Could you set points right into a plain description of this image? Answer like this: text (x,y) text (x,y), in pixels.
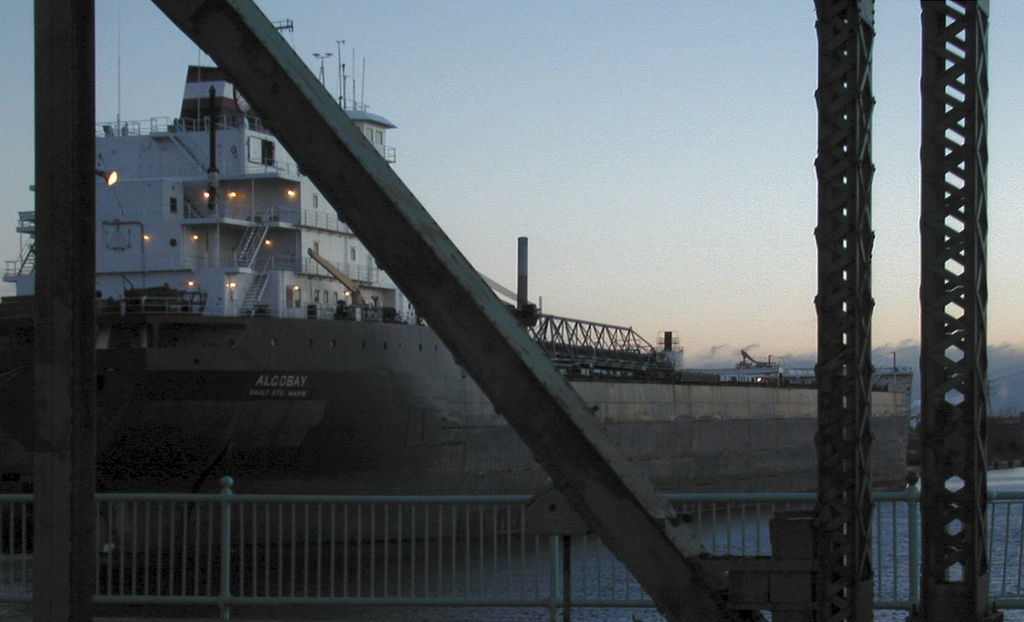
In this image we can see a ship (398,432) with staircase (238,261), poles (215,165) and some lights (270,244) placed on the water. In the foreground of the image (541,574) we can see a railing (989,518) and some metal frames (939,316). At the top of the image (643,107) we can see the sky (643,107).
